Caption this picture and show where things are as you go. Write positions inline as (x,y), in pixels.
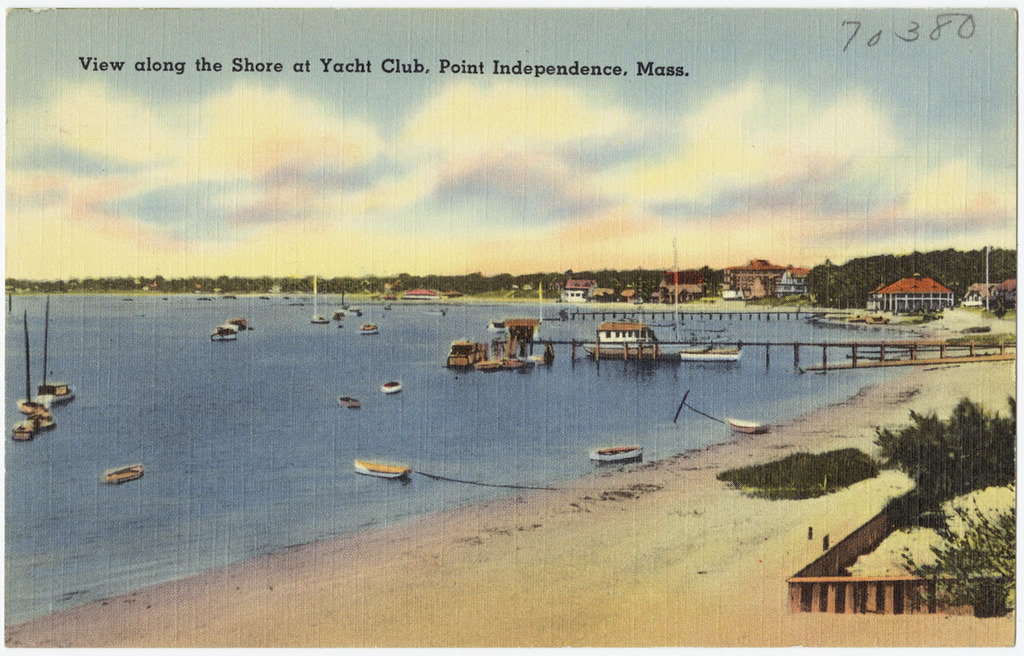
In the image we can see a photo (202,47), in the photo (26,210) we can see sand (891,387) and water (221,459). In the water (429,466) we can see some boats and raft (500,352). Behind the water (404,319) we can see some trees (979,259), poles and buildings (880,308). At the top of the image (671,28) we can see some clouds (1007,179) in the sky (129,34) and we can see some text (168,62).
